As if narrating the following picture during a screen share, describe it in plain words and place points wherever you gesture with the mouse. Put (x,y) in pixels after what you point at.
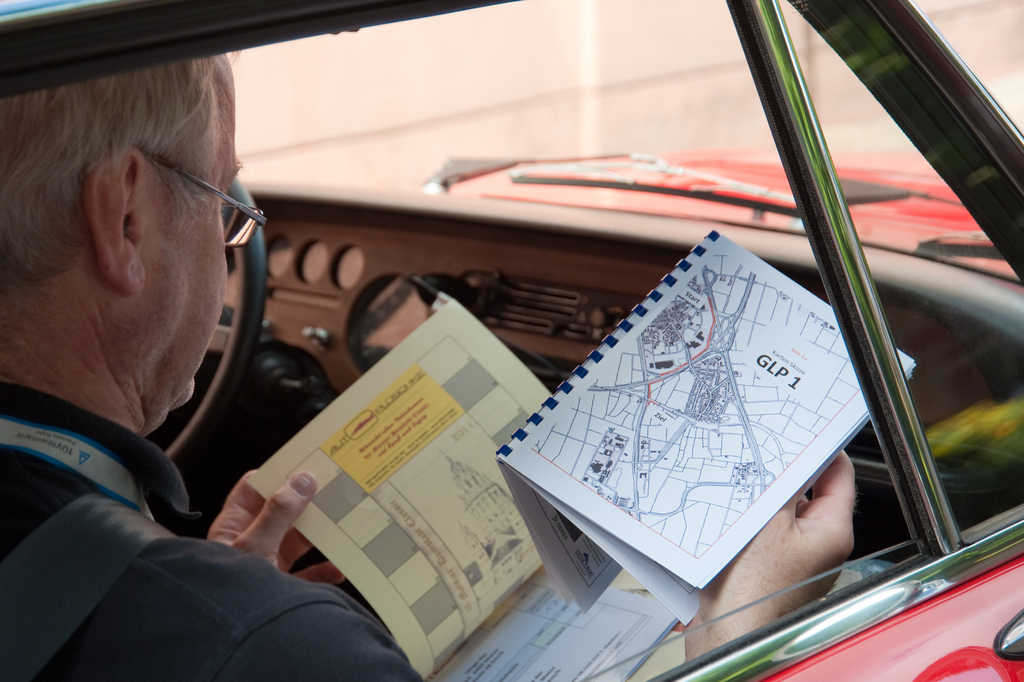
In this image we can see a man (246,678) sitting inside a vehicle (874,680) and he is holding books (629,539). Through the windscreen (471,119) we can see a wall (491,155).
